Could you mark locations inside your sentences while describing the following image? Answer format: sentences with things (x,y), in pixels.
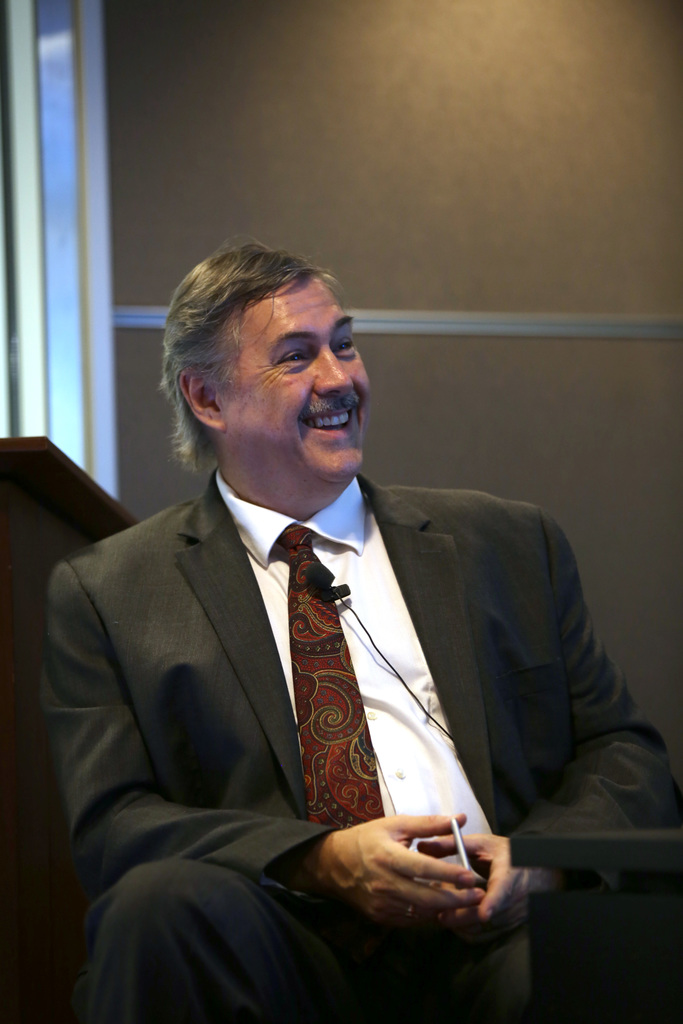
In this image we can see a person (536,602) wearing blazer (472,602), tie (344,731) and white color shirt (475,814) is holding the mobile phone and is sitting here and smiling. In the background (444,375), we can see the wall (346,146).
